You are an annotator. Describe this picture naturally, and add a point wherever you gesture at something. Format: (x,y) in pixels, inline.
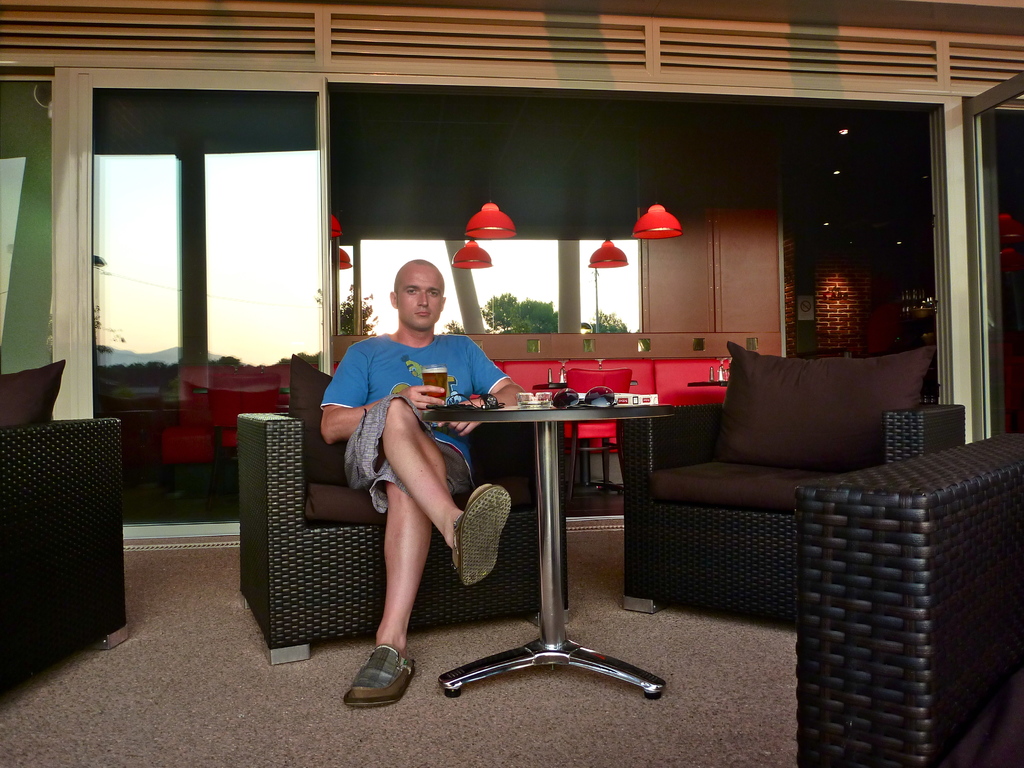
In this picture i could see the person (416,470) sitting on the brown colored sofa (327,475) near the table (505,411). In the background (666,369) i could see red colored chairs (583,378) and a lamps (479,215) hanging over from ceiling (380,205) and there is a mirror (146,285) also and a beautiful carpet (181,641) on the ground (196,668).
